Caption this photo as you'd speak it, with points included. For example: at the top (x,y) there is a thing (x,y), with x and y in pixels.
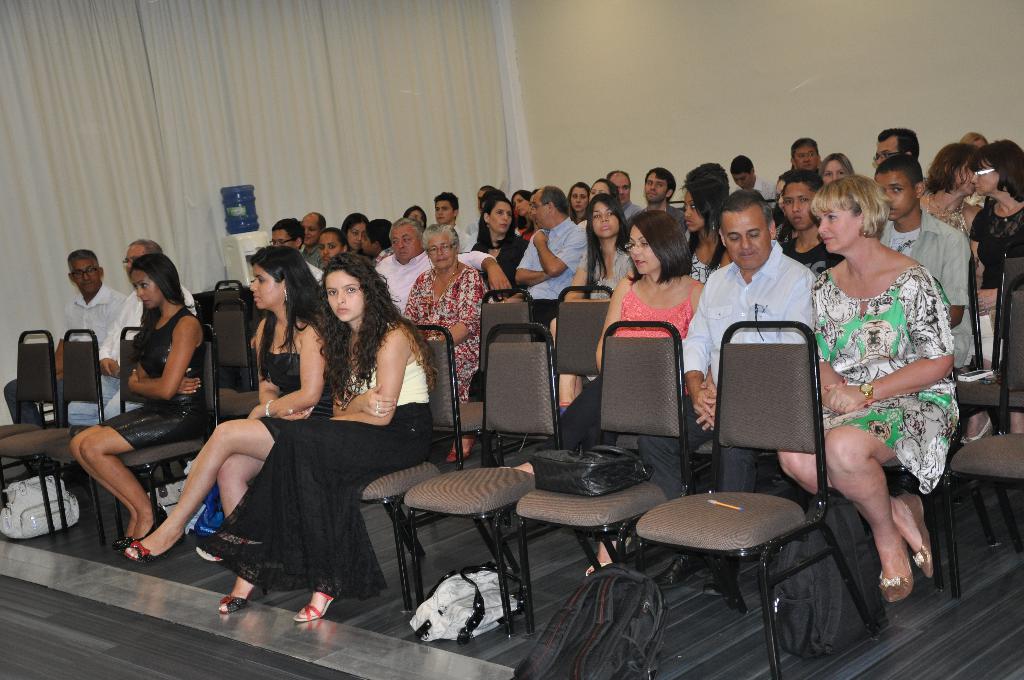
In the image we can see group of persons (757,288) were sitting on the chair (650,508). In the bottom (634,589) we can see backpacks (565,634). In the background (537,84) there is a curtain (359,84) and wall (739,68).
